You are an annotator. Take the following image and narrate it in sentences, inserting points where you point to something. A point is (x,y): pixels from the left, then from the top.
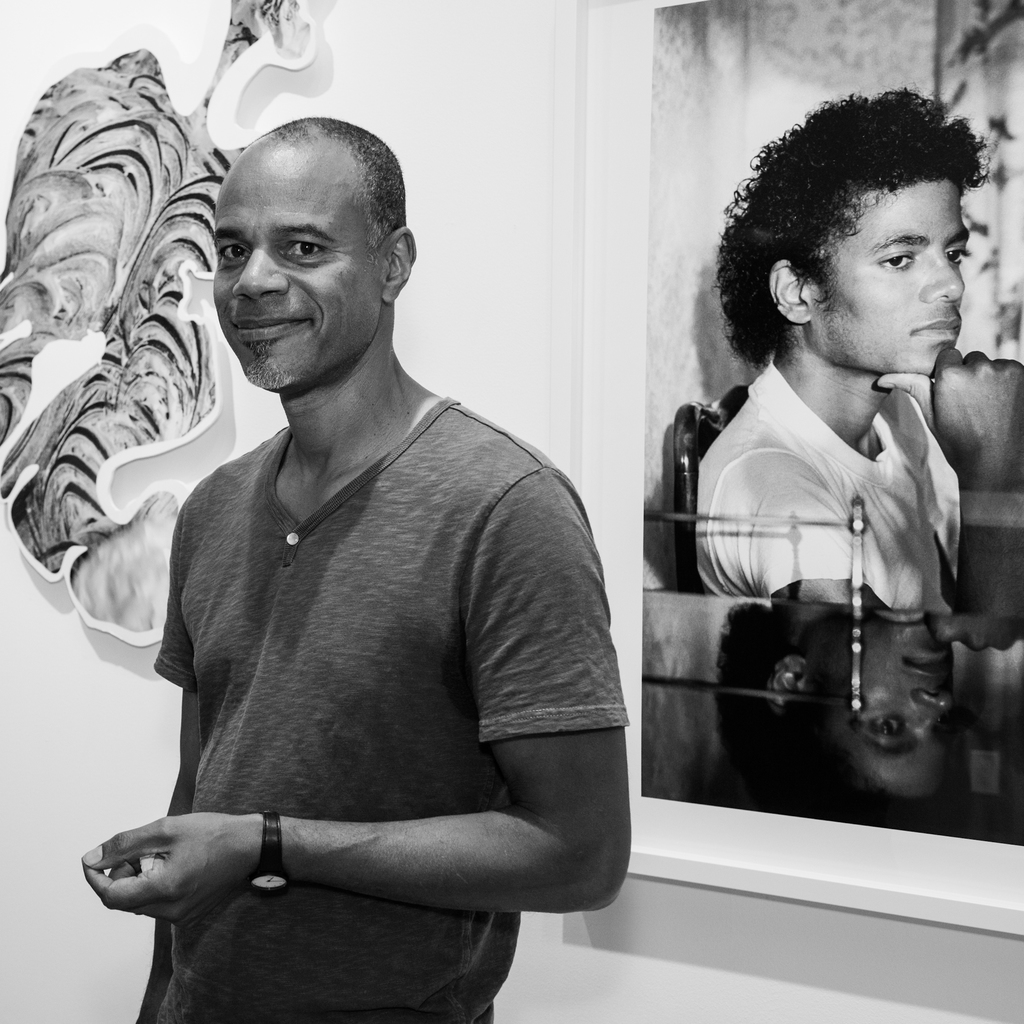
This is a black and white image. In this image we can see a person (478,639) standing. On the backside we can see a sticker (197,369) and a photo frame (704,685) to a wall (723,913).
